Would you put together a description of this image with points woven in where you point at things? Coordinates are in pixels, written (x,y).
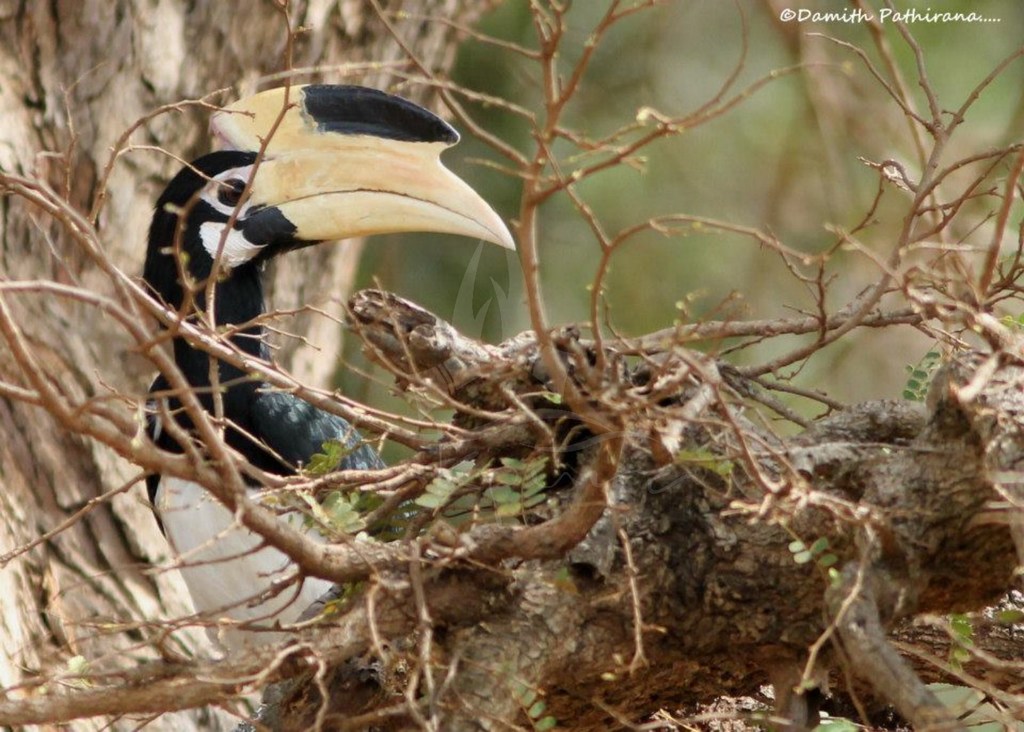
In this picture we can see a bird (308,616) sitting on the branch (476,645) of a tree (773,329) and looking somewhere.
